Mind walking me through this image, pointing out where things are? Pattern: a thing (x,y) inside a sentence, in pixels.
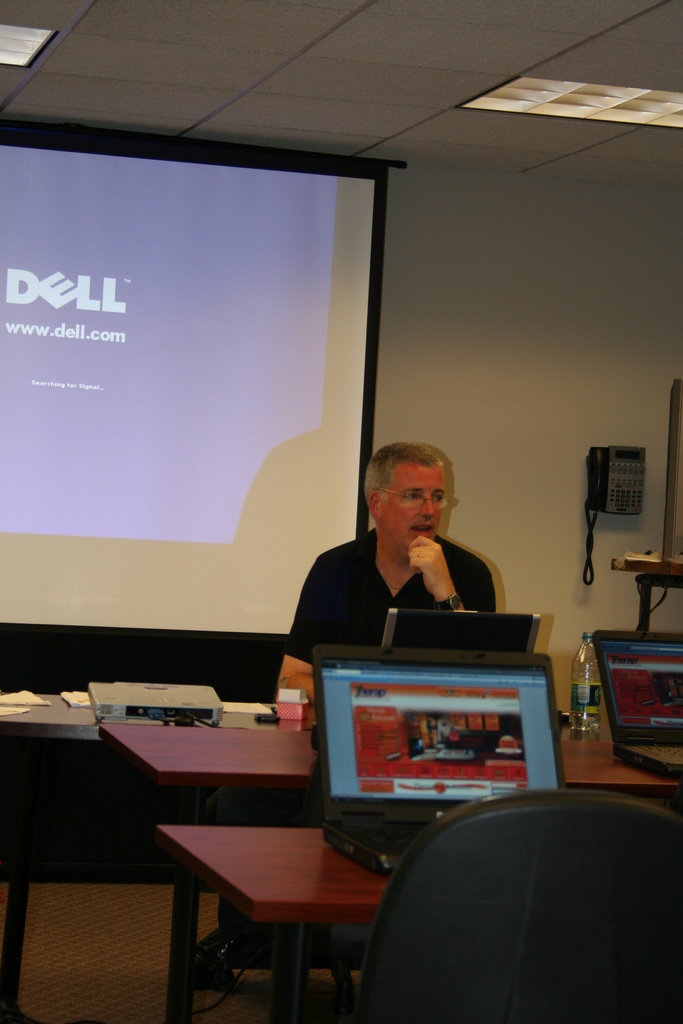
In this image we can see a man (401,542) wearing the glasses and sitting in front of the table (13,719). On the table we can see a laptop (447,645), water bottle (592,681), papers (18,701) and also some objects (183,702). We can also see the other tables (589,752) with the laptops (505,761). We can see the floor (91,921), chair (565,934), a telephone (630,483) and also the display screen (312,367). We can also see the wall (624,327) and also the ceiling (375,39) with the ceiling lights (530,94).
